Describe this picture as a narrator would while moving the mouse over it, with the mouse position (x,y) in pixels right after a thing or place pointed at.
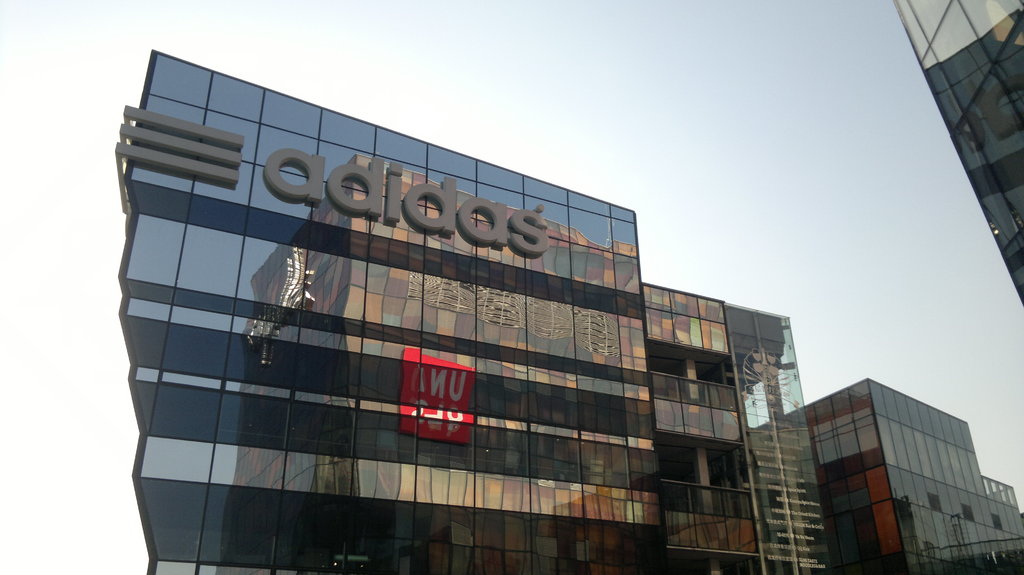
In this image we can see buildings (692,336), name boards (493,241) and sky (760,190).
